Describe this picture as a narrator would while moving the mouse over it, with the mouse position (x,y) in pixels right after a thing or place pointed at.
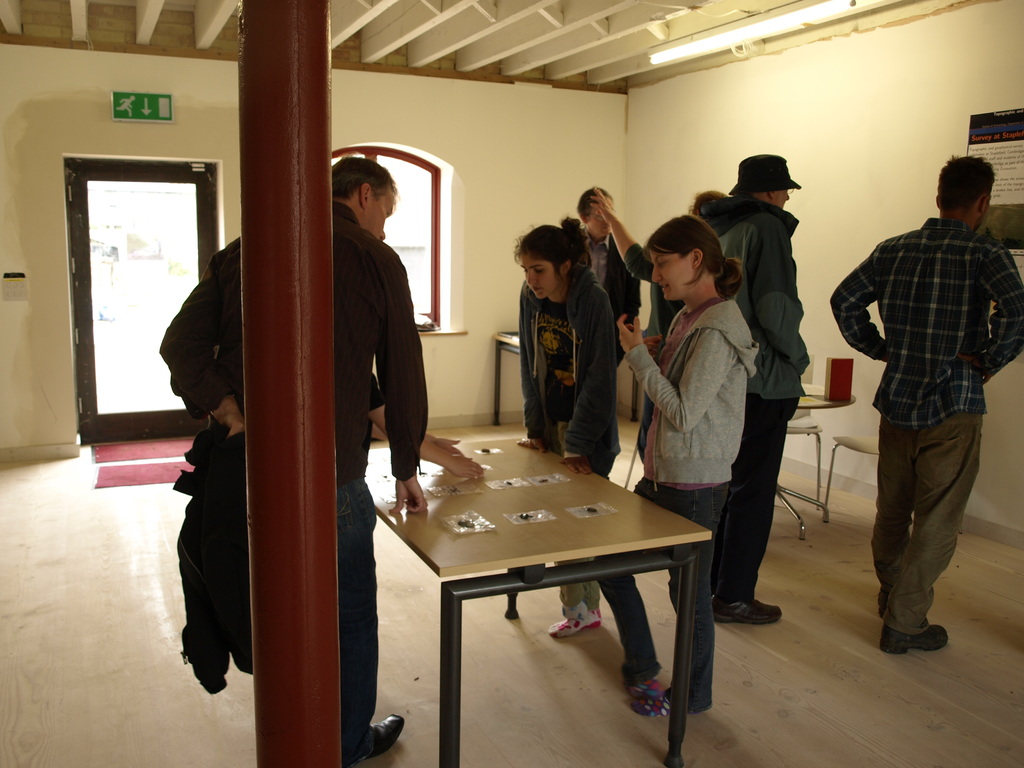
This image is taken inside a room (624,727). There are seven people (572,354) in this room (691,373). In the left side of the image (7,161) there is a floor (105,595) and a wall (31,314) with sign board (138,114) on it and a door (131,207), window (427,265) and box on it. In the middle of the image (367,312) there is a table (611,538) and few people (716,317) are standing around it and there is a pillar (250,364). At the bottom (829,728) there is a floor (818,612). At the background (783,503) there is a table (803,394) and chair (869,451) here. At the top of the image (495,57) there is a ceiling (476,1) with light (774,28).
